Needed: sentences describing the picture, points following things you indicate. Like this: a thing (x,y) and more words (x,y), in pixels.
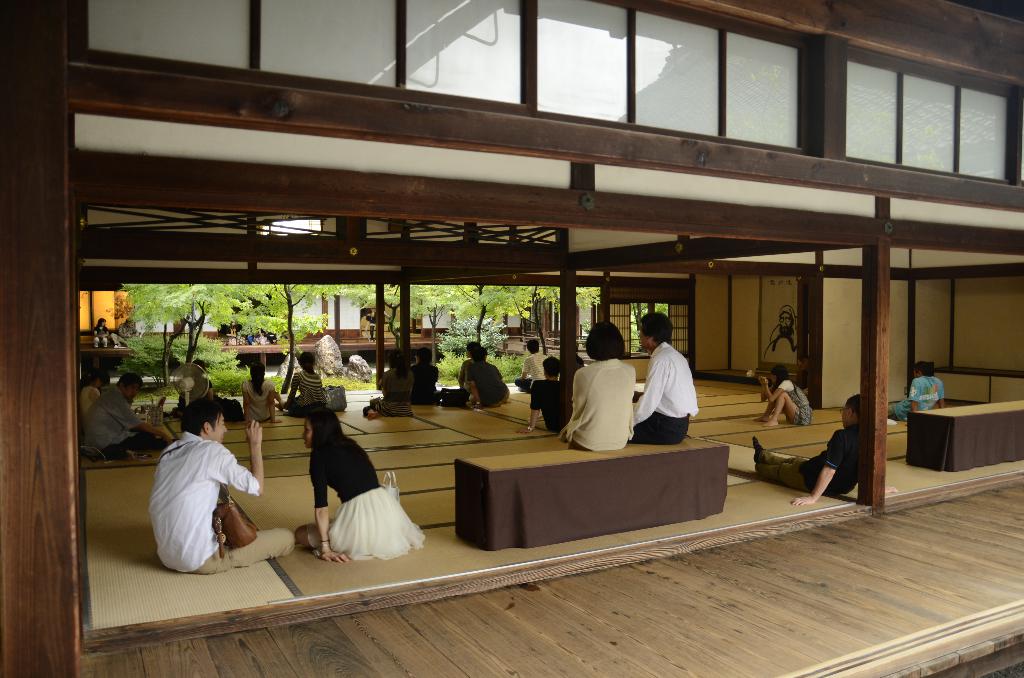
In this image we can see people (553,361) are sitting on the floor (480,428) and there are two persons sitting on a bench (581,536). Here we can see poles (868,339), benches (536,531), wall (721,315), plants (512,370), and trees (239,303).
